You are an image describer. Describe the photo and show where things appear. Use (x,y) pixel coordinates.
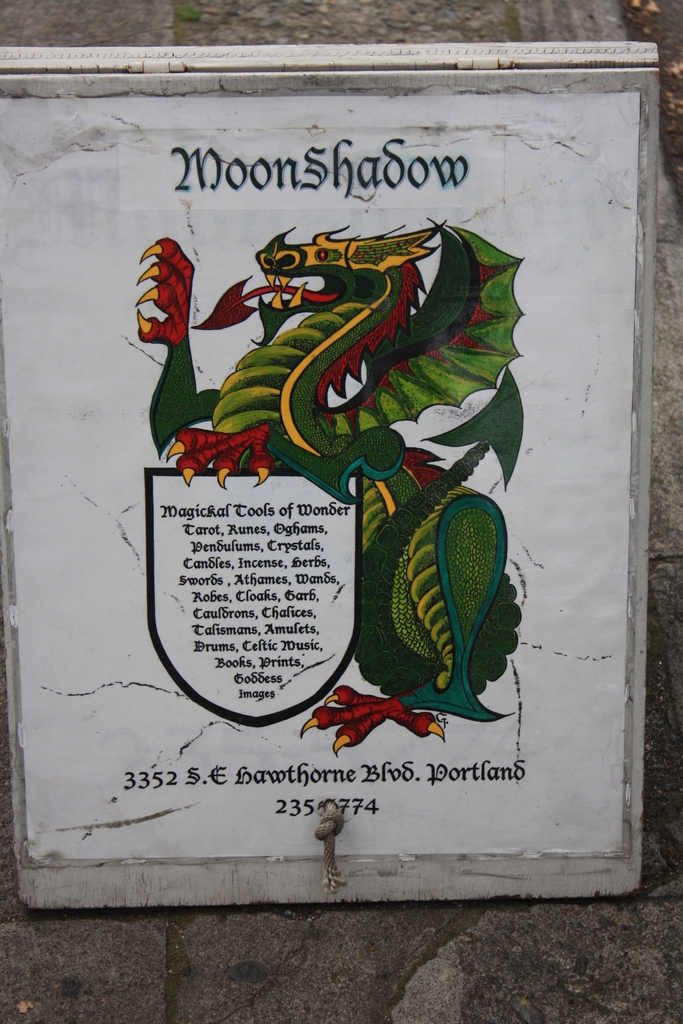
This image is taken outdoors. In the background (621,21) there is a pavement (133,911). In the middle of the image (305,468) there is a text (232,515) on a board (458,210).
